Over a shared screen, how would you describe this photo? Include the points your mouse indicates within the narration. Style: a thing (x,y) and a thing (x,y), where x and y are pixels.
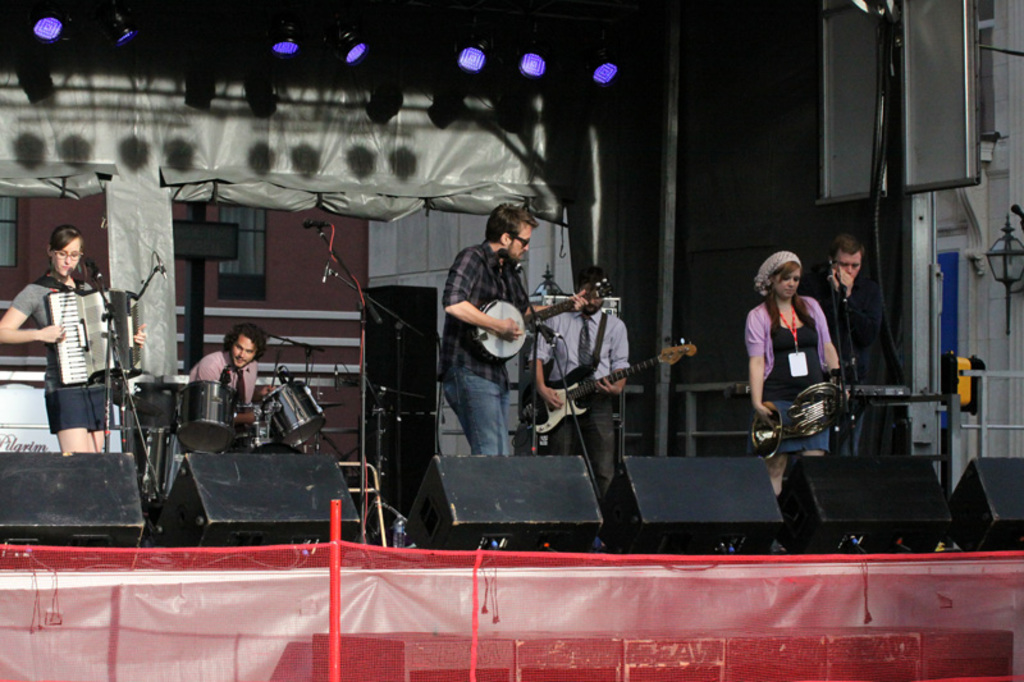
As we can see in the image, there are few people (63,401) playing different types of musical instruments (277,405).
